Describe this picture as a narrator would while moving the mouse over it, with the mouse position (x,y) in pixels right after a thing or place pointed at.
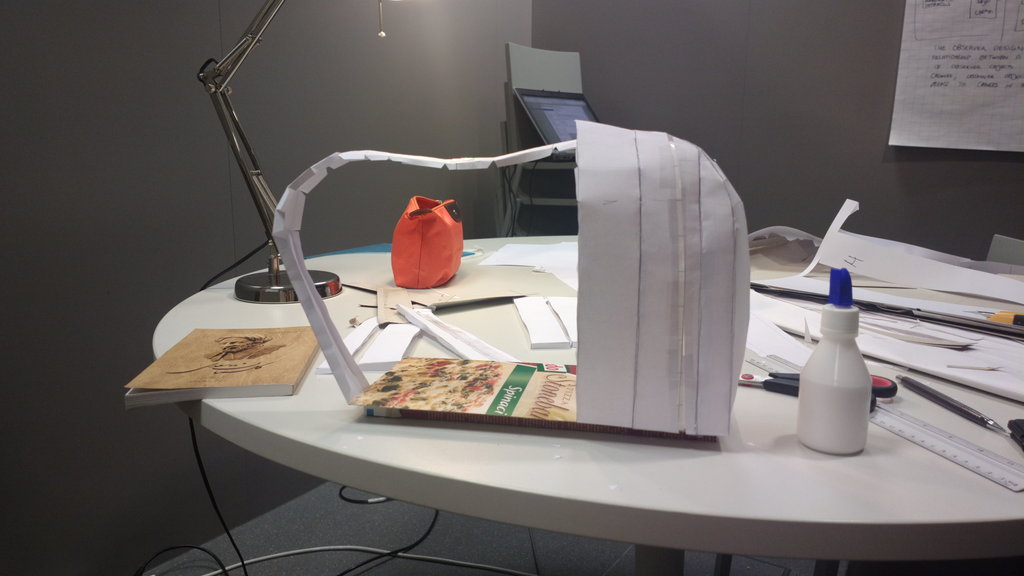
In this image, we can see papers (956,291), pens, scissors (788,390), bottle (807,377), paper art (658,343), book (210,366) and some wires (250,257) which are placed on the table (606,459) and in the background (792,96), there is a paper (957,78) placed on the wall (472,175).
